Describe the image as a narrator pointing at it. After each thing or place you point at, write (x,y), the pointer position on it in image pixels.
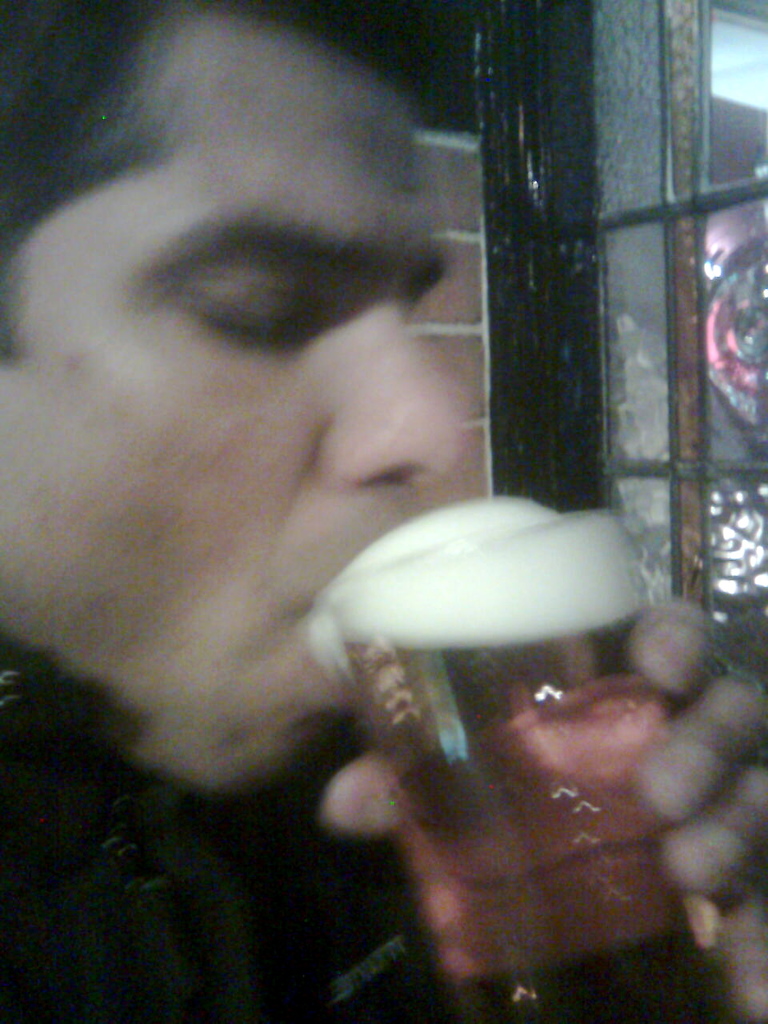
This picture describes a man (345,692) is holding a glass (525,646) in his hand (682,731), in the background (612,239) we can see some glass door (614,264).
